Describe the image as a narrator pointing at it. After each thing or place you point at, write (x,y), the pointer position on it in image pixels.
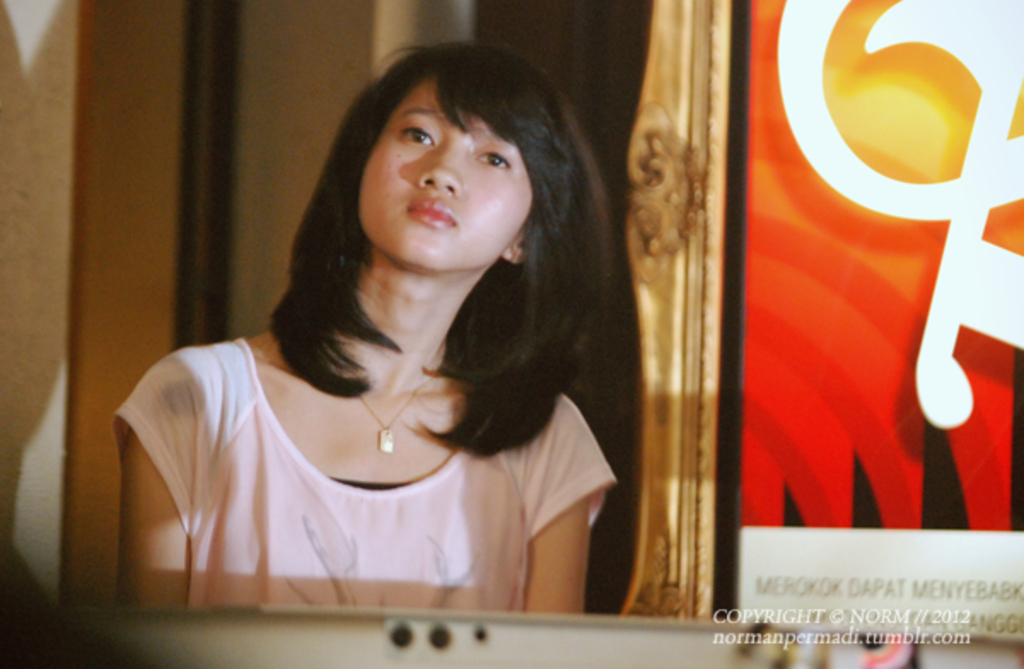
In this picture I can observe a girl (513,416). She is wearing cream color T shirt (357,513). In the bottom right side (837,634) I can observe watermark (810,637).
